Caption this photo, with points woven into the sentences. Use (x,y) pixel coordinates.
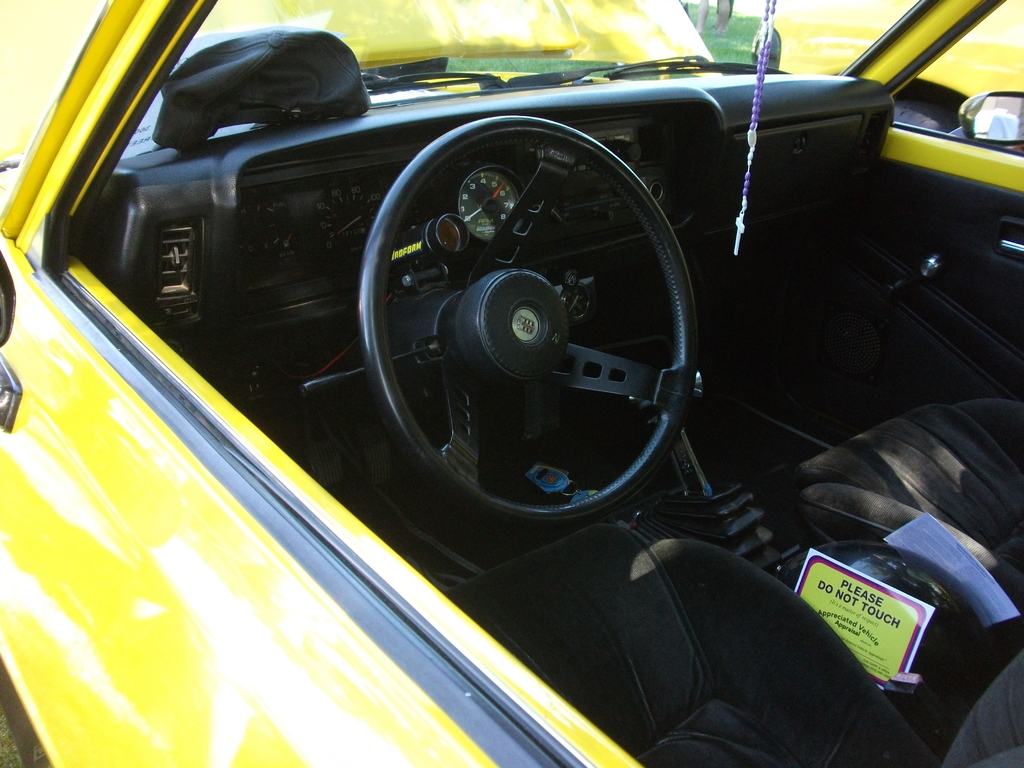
In the center of the image (682,325) we can see interior (364,123) and steering (486,296) of the car (687,299).
